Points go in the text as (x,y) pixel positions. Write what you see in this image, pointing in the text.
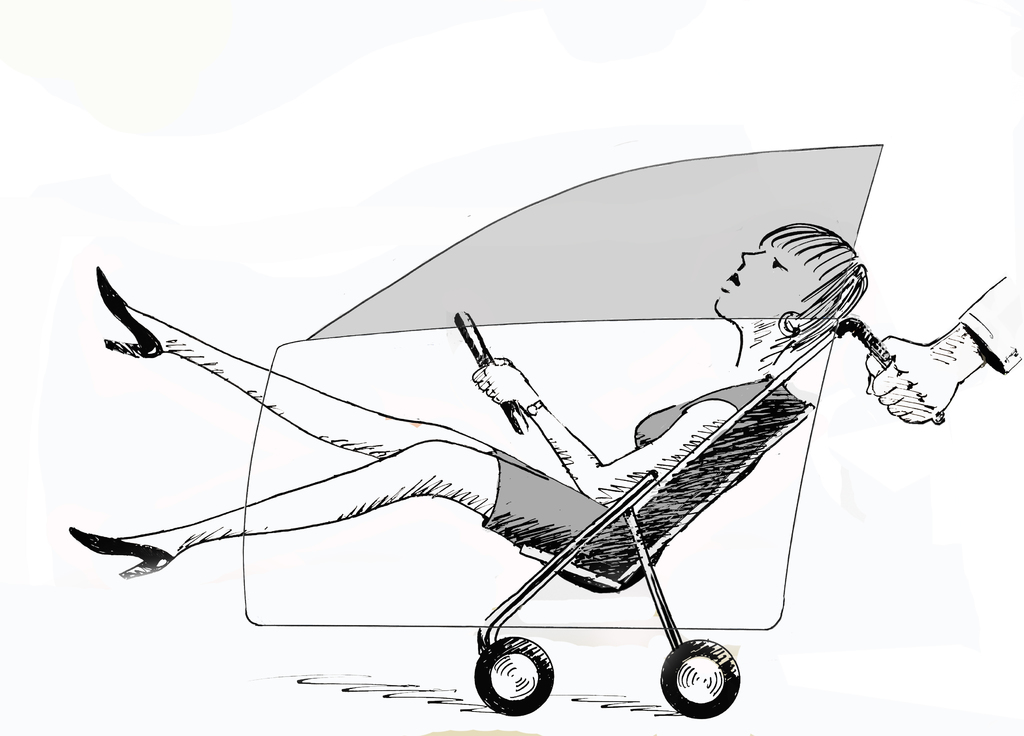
In this image I can see a drawing (403,471) of a person (797,335) sitting on a stroller (639,533). On the right side (968,319) there is another person's hand (947,359) holding this chair (776,398). The background (763,30) is in white color.
